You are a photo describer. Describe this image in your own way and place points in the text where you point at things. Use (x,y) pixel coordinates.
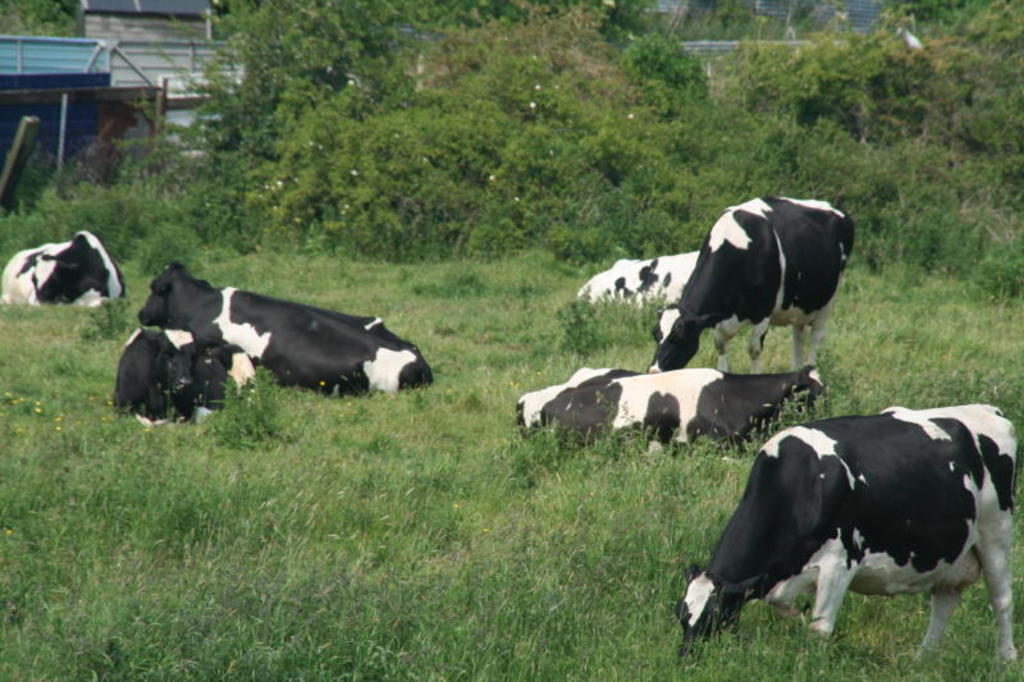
This picture shows about the black and white color cows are sitting and eating the grass (479,548). Behind we can see many trees (171,208) and blue and white color iron shed (129,76).
